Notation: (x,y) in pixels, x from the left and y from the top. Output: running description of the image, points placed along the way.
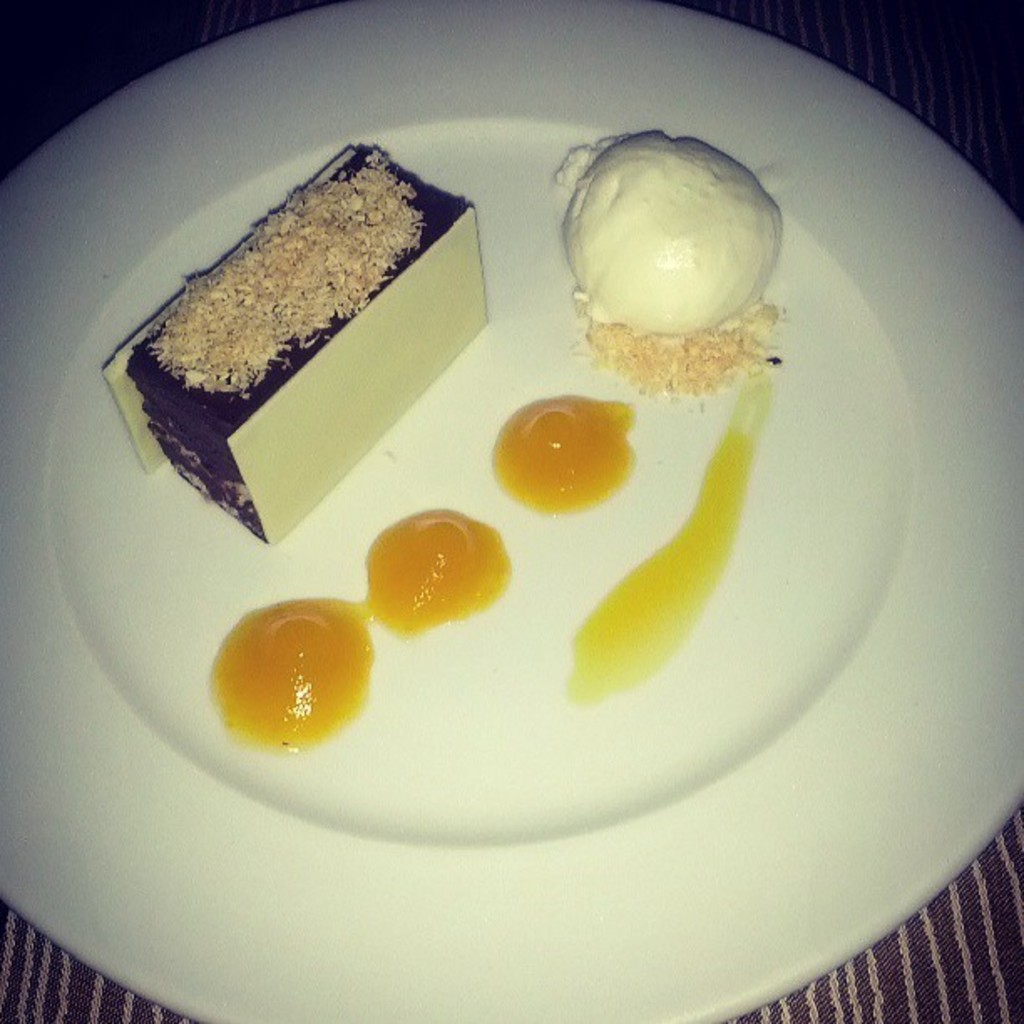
In the middle of the image (398,511) there is a plate (407,469) with a dessert (322,379), sauce (416,551) and ice cream (634,232) on it. The plate (505,876) is kept on the table (964,891).
